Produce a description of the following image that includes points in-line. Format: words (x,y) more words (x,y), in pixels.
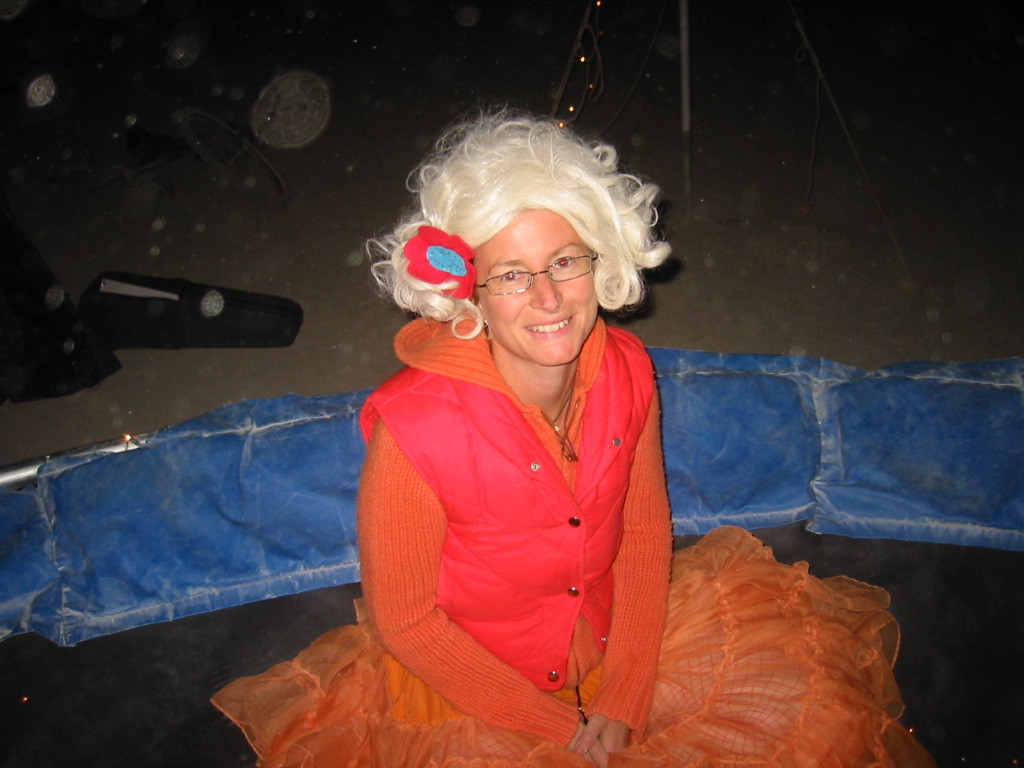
In this picture there is a woman (574,716) sitting and smiling and we can see objects (565,72) on the ground (876,276).
